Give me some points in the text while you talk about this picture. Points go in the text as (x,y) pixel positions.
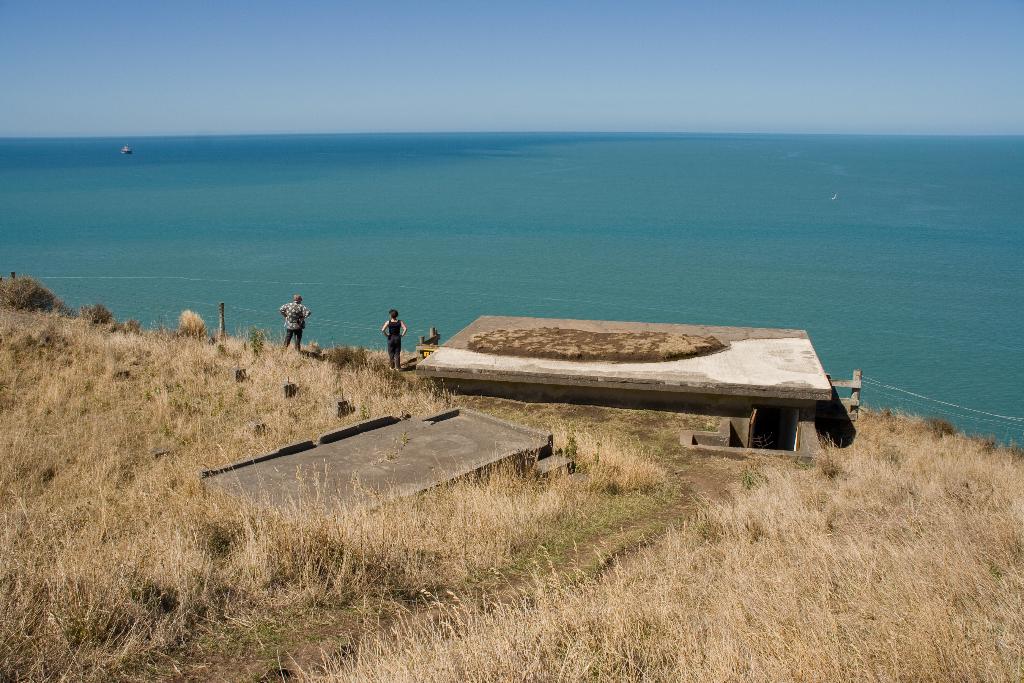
In this picture there is a woman (395,331) who is standing near to this house (478,390), beside her there is a man (305,320) who is standing on the corner of this land (311,349). In the background (566,220) I can see the ocean (518,188). At the top (522,59) I can see the sky (568,30). At the bottom (562,615) I can see many grass (353,580).
